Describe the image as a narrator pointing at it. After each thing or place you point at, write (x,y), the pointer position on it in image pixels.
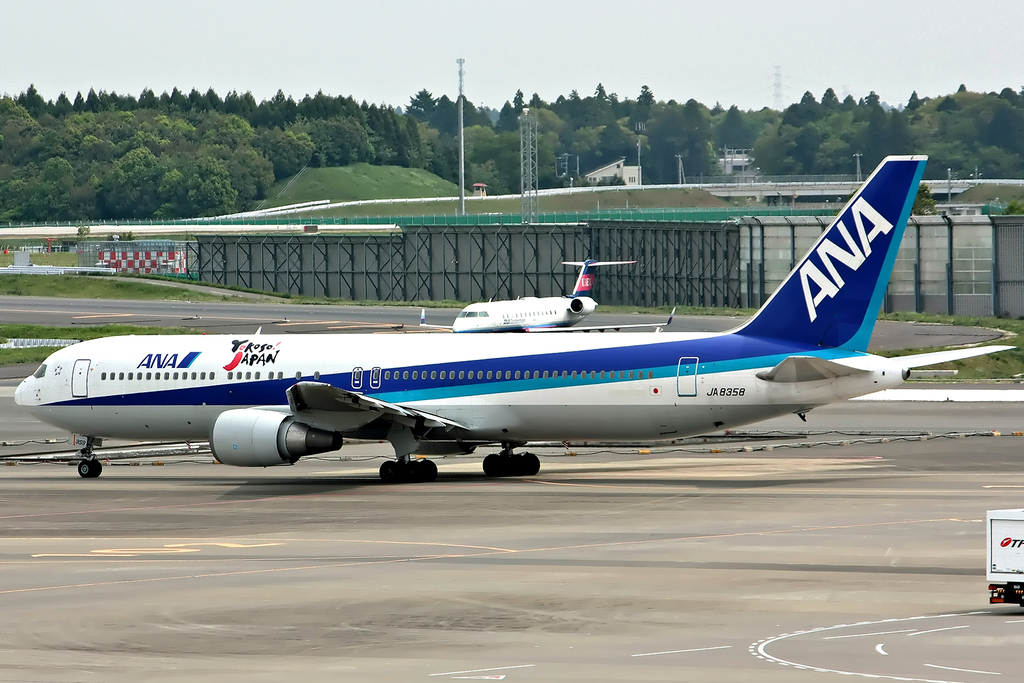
In this image, we can see aeroplanes (352,407), trees (399,136), poles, towers (521,136), sheds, grills (691,212) and at the bottom (550,566), there is road (793,564) and there is a vehicle (990,569) on the right side (1007,575).
